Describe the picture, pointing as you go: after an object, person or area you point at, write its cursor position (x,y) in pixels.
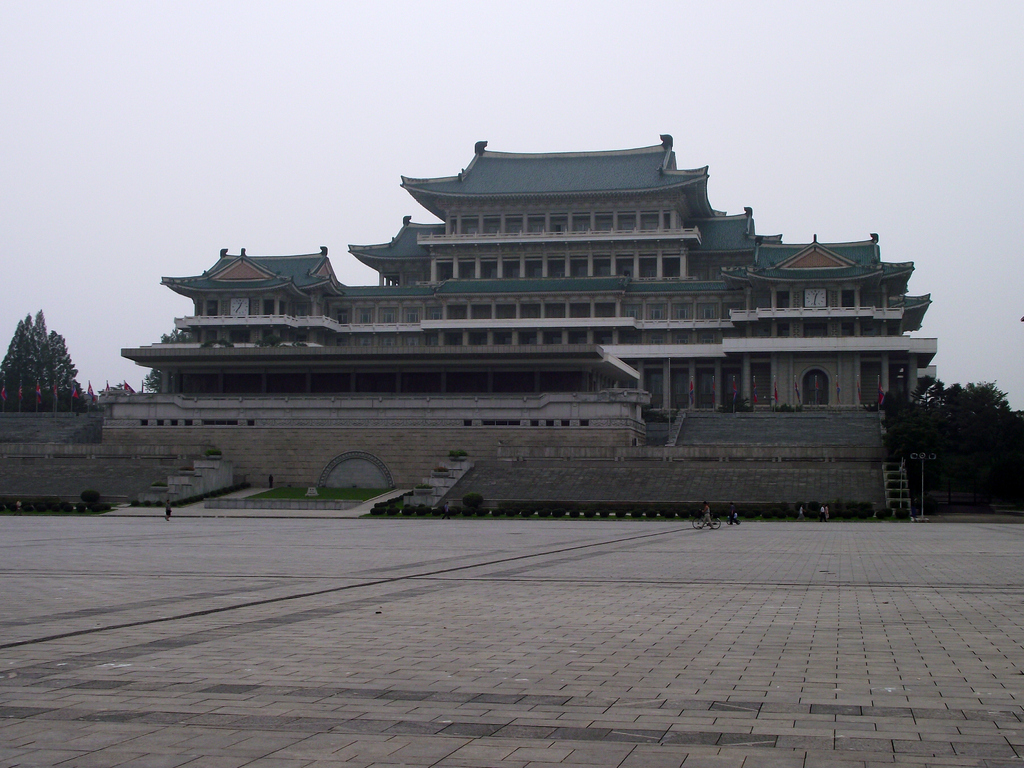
There is empty land (440,652) in the foreground area of the image (474,765), there are people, building structure (434,284), trees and the sky (127,27) in the background (578,187).
